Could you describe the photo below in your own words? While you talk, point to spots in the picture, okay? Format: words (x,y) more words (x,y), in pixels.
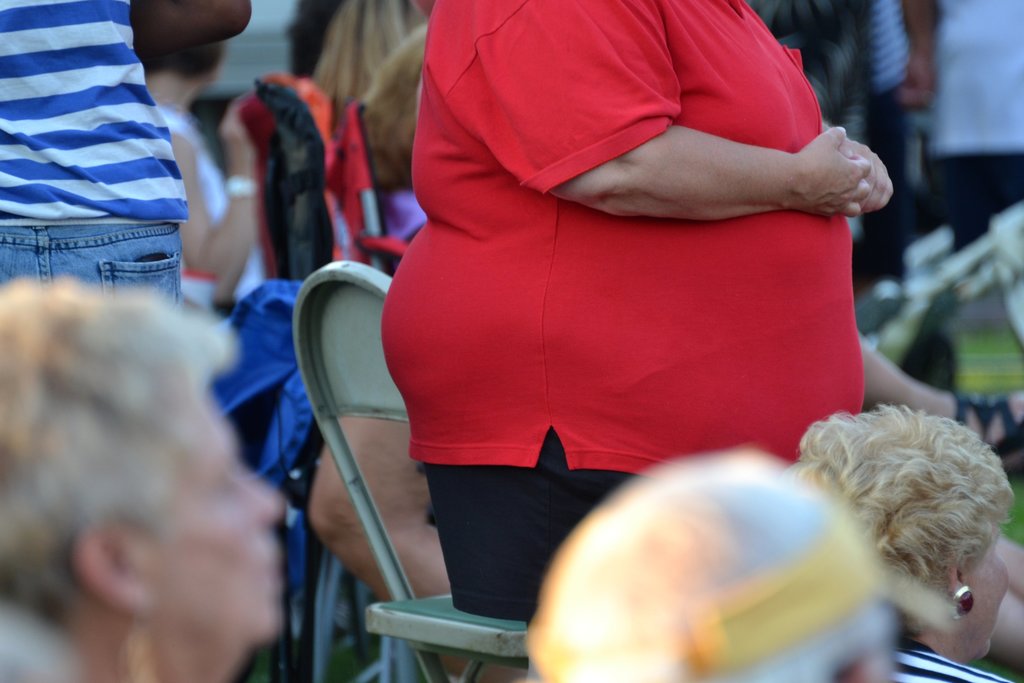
In this picture there is a person (635,130) who is wearing t-shirt (605,268) and shorts (513,522). This person (521,528) is standing near to the chair (462,615). Beside this person (660,174) I can see many persons (992,463) who are sitting. In the top left (218,26) there is a person (199,23) who is standing.
